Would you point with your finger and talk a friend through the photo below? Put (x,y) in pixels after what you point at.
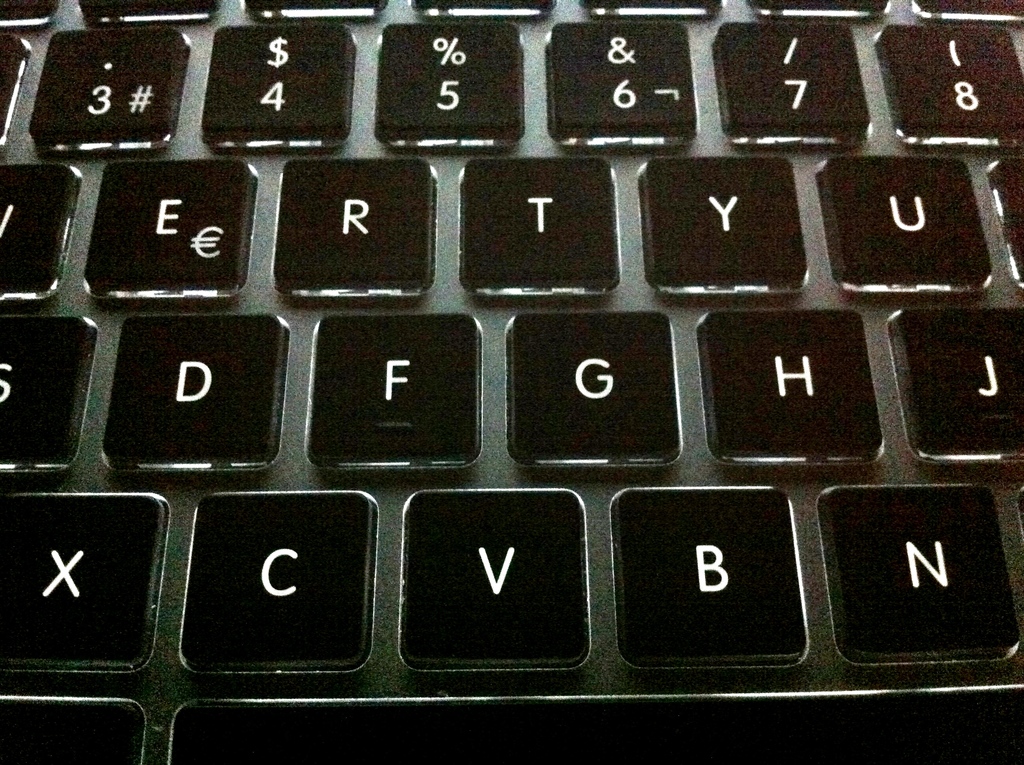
In this image there is a keyboard (366,376).
